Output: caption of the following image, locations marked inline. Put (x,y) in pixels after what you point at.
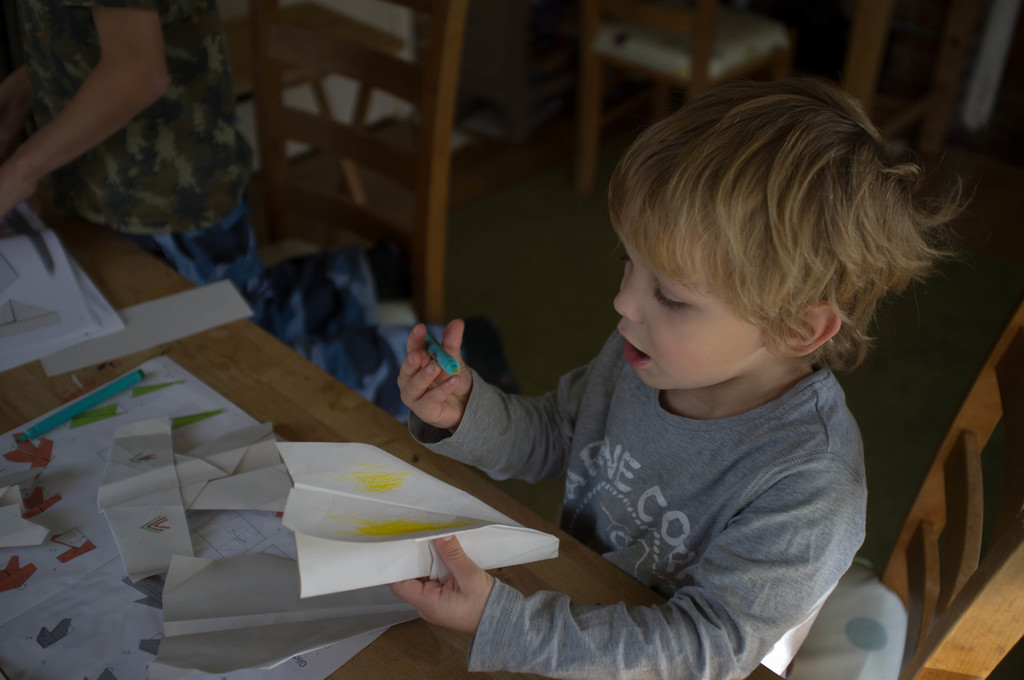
In this image we can see a boy (722,594) holding a paper (549,548) and a pen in his hands (474,608), next to him there is a person (183,227). At the bottom (386,665) there is a table (135,416) and we can see books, papers (199,395) and a pen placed on the table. In the background (351,171) there are chairs (728,60).
